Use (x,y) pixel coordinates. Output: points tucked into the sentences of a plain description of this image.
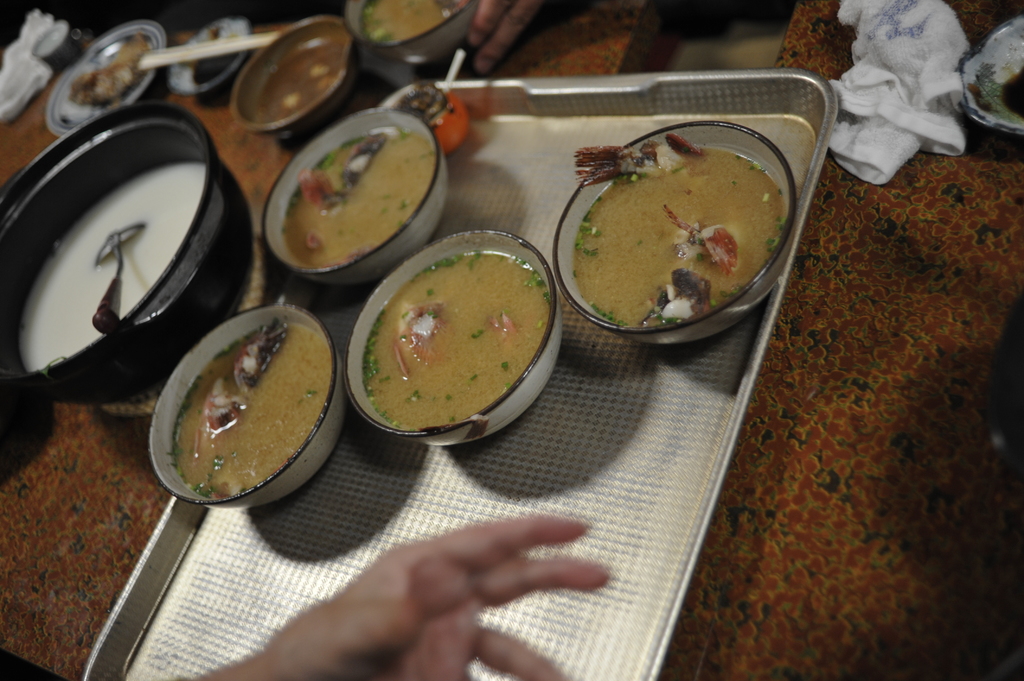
In this picture we can see a person's hand (604,583) and a platform (911,435), on this platform (741,542) we can see a tray (644,596), bowls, food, spoon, cloth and some objects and in the background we can see a person's fingers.
